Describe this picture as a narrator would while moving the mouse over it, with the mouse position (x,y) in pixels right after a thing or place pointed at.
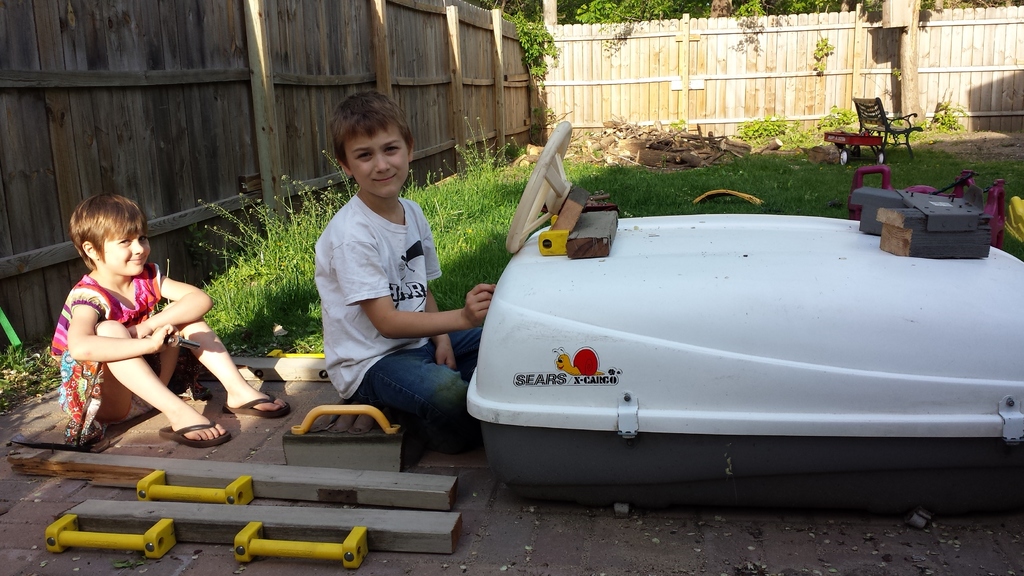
This girl (180,288) and boy (377,323) are sitting. Here we can see objects (230,484). Background (926,75) there is a fence (261,98), grass (817,178), trees (960,1), cart (857,139), chair (910,131) and plants (775,127).
